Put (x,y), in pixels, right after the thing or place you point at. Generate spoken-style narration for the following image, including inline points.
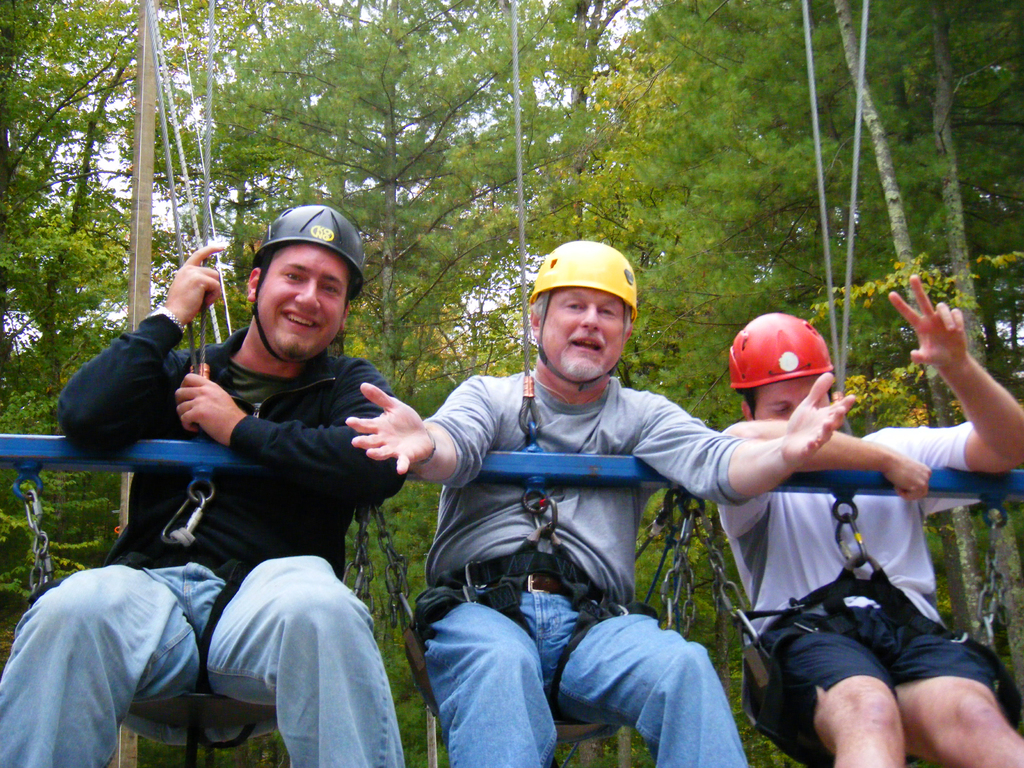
Here I can see three men (482,499) smiling and swinging. I can see the ropes (210,153) to the swings (414,622). In front of these people (416,458) there is a metal rod (514,459). In the background (474,85), I can see many trees (591,129).
